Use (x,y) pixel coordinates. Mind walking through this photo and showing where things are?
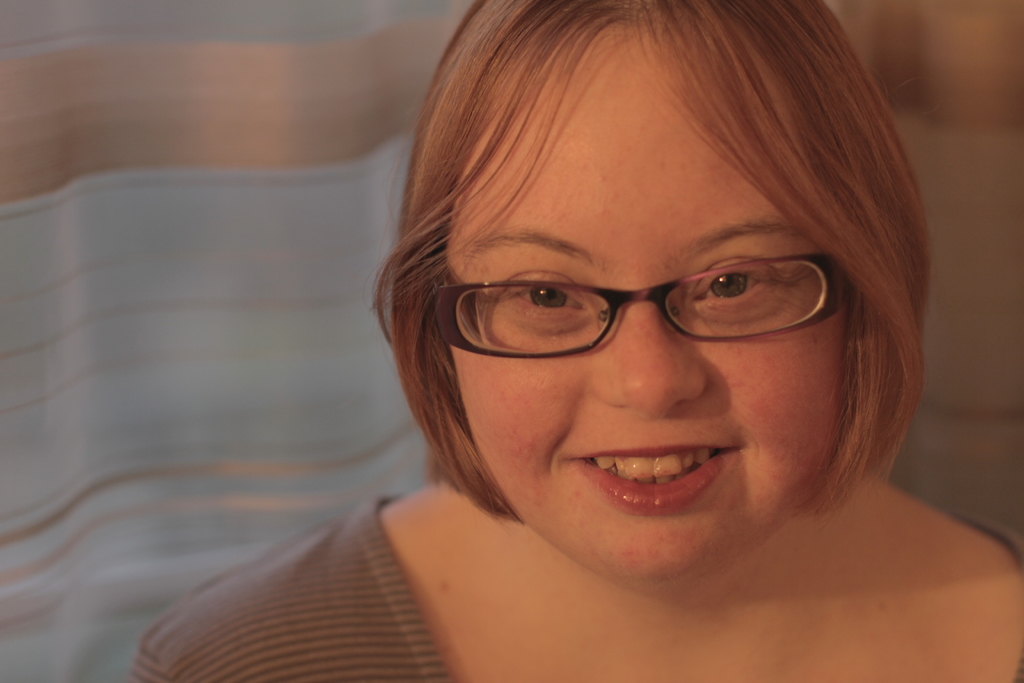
In this image there is one woman (533,439) at right side of this image (797,316) is wearing goggles (549,282).
